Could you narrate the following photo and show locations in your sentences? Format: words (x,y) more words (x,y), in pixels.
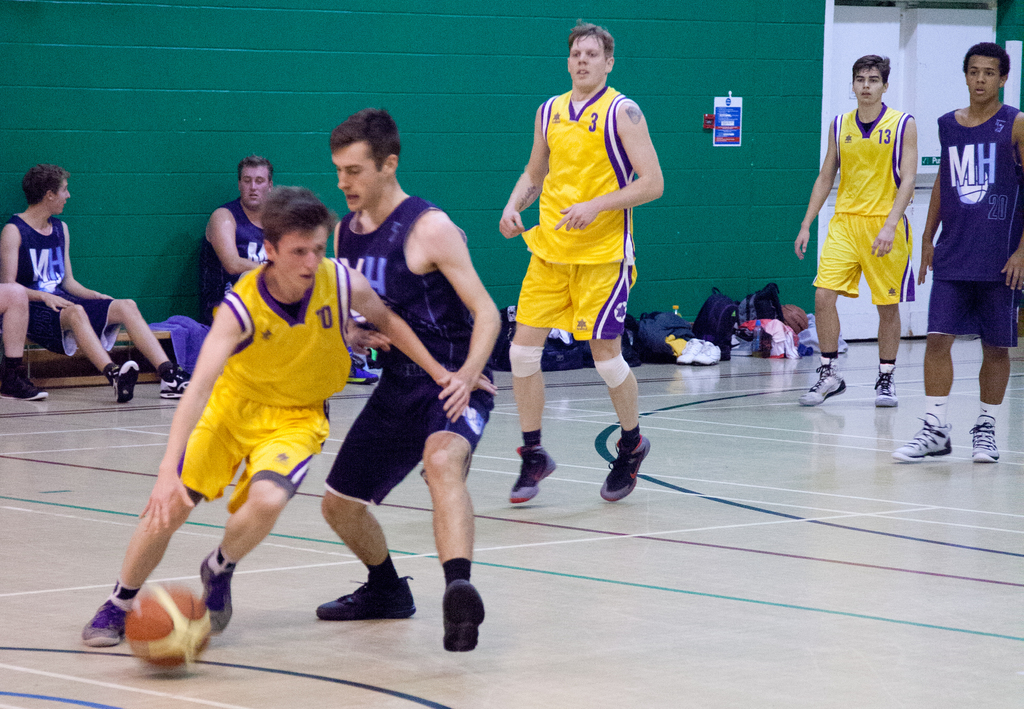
In the center of the image (428,322) we can see people (368,421) playing a game. At the bottom (162,598) there is a ball (151,601). In the background (30,337) we can see people (206,263) sitting and there are bags (656,341) placed on the floor (727,575). In the background (709,184) there is a wall (632,80) and a door (893,69).
